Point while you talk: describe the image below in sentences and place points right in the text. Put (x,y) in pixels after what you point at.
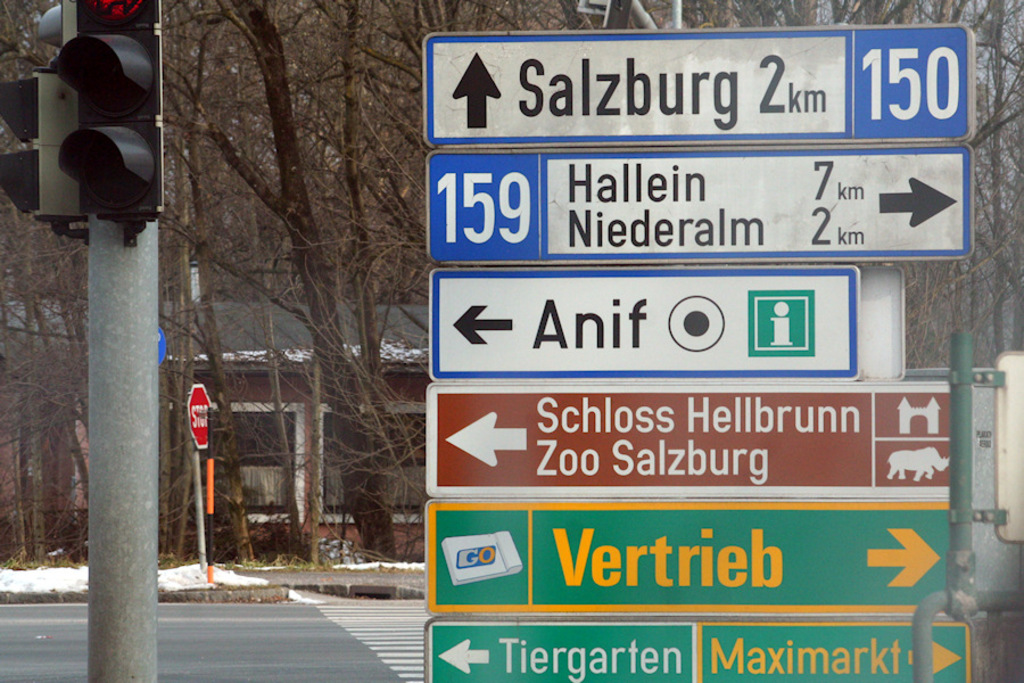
In this image I can see number of boards (635,337) in front (666,438), on which there is something written and I can see the traffic signals (78,29) on a pole (118,233) and it is on the left side of this picture (117,351). In the background (243,39) I can see the trees (380,362), a sign board (206,397) and the road (337,627). I can also see a building (258,508).
